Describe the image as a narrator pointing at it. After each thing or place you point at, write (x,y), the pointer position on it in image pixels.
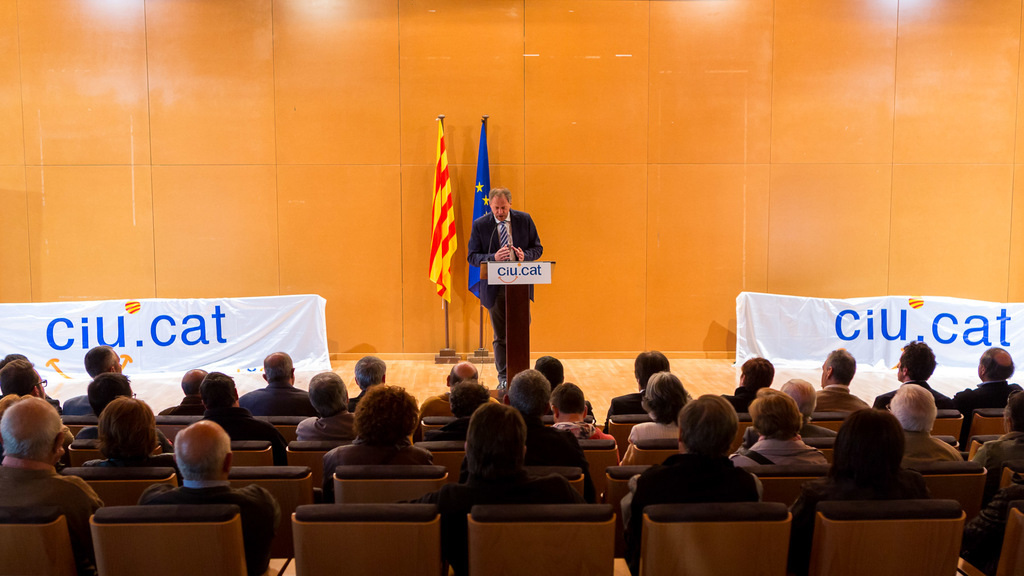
A group of people (117,399) are sitting and listening to a man (499,235) who is standing at a podium (497,276) on a stage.
